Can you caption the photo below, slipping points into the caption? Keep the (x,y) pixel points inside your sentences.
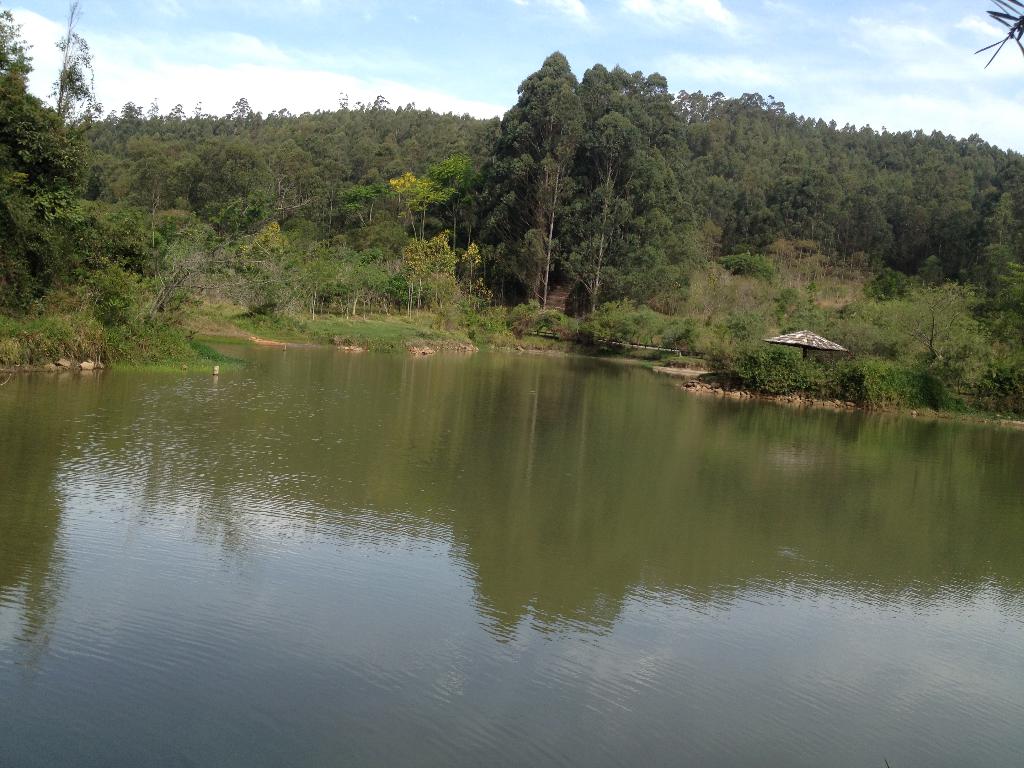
In this image we can see group of trees (634,287), shed (797,342). In the foreground (437,460) we can see water (628,598) and in the background (750,57), we can see the cloudy sky (551,22).
